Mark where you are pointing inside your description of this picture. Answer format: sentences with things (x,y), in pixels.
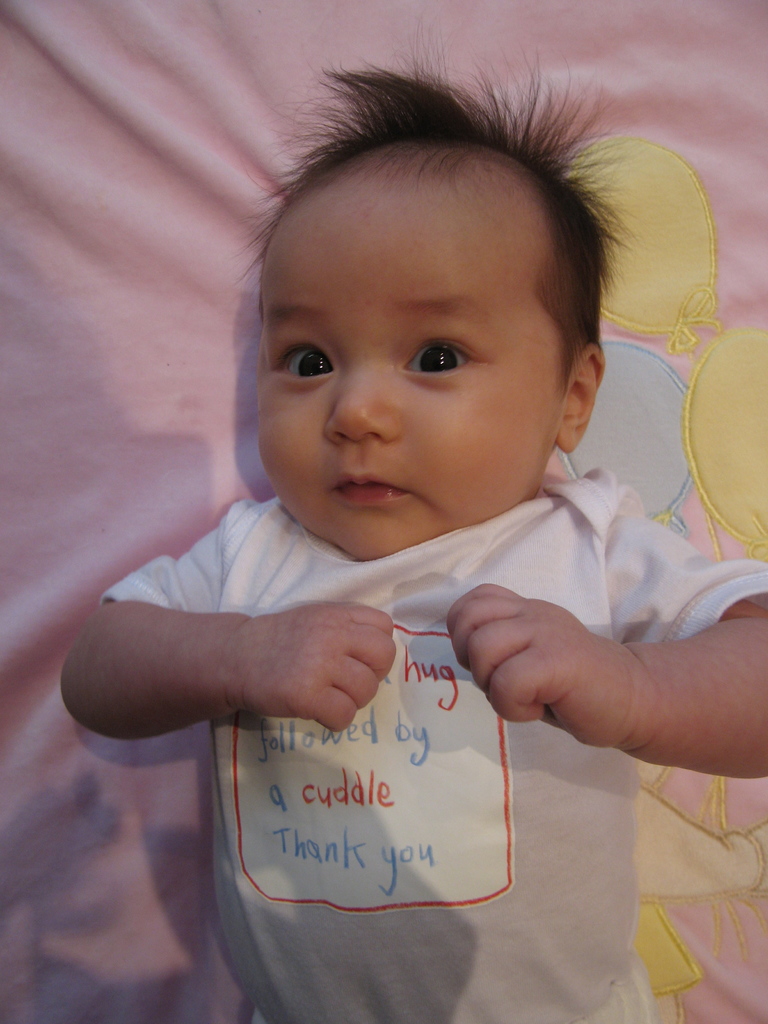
In this picture, we see the baby (387,664) in white T-shirt (548,597) is lying on the pink color blanket (244,490). We see some text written on the T-shirt (439,559).
